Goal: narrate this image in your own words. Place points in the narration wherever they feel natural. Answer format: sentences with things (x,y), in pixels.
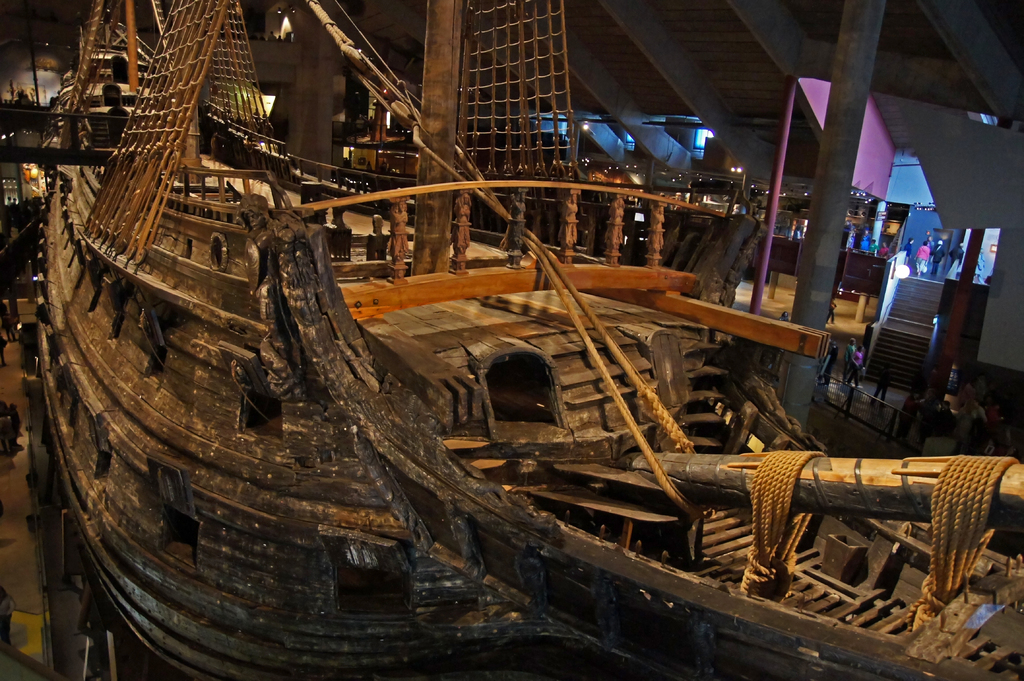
In the foreground of this image (255,468), there is a wooden ship (145,307). In the background (564,127), there are few poles (810,250), persons (886,382) walking on the pavement (866,386), stairs (928,341) and the inside roof (688,53) of the building (702,43).
